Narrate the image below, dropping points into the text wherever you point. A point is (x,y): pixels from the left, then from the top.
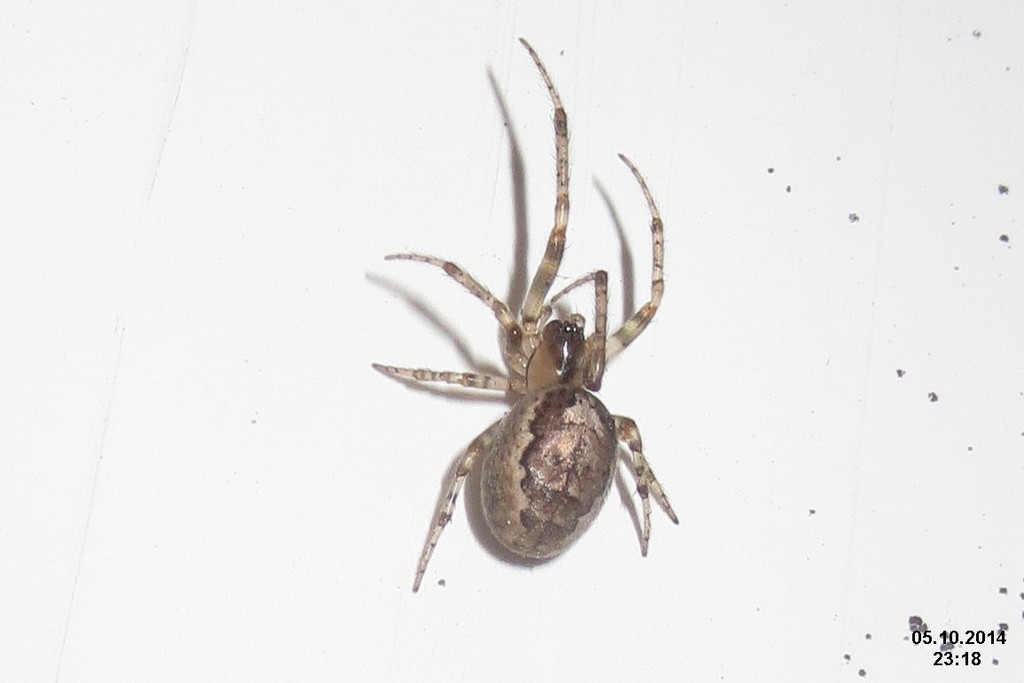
In the middle of this image (590,346), there is a spider (476,284) on a surface (492,284). On the bottom right (937,635), there is a watermark (953,630). And the background (955,526) is white in color.
